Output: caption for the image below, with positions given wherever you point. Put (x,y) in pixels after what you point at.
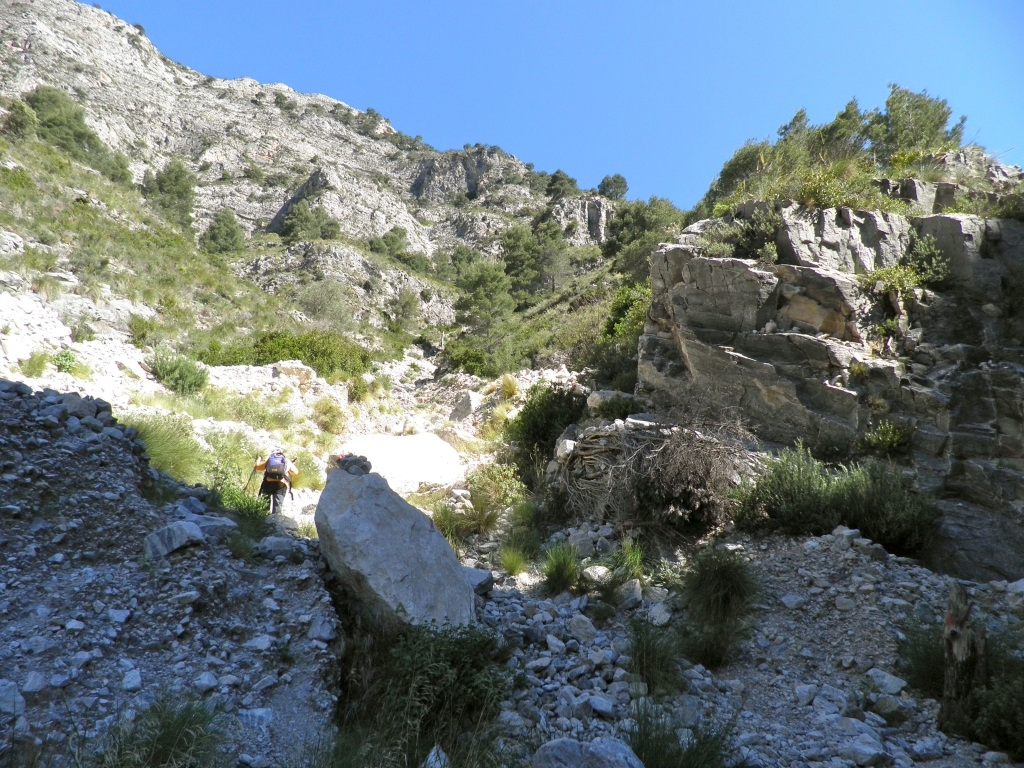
In this picture I can observe some plants (189,316) on the hill (563,208). On the left side (261,469) there is a person (277,491) climbing the hill (232,371). I can observe some stones (169,564) and large rocks (326,510) in this picture. In the background (554,93) there is sky (446,66).
